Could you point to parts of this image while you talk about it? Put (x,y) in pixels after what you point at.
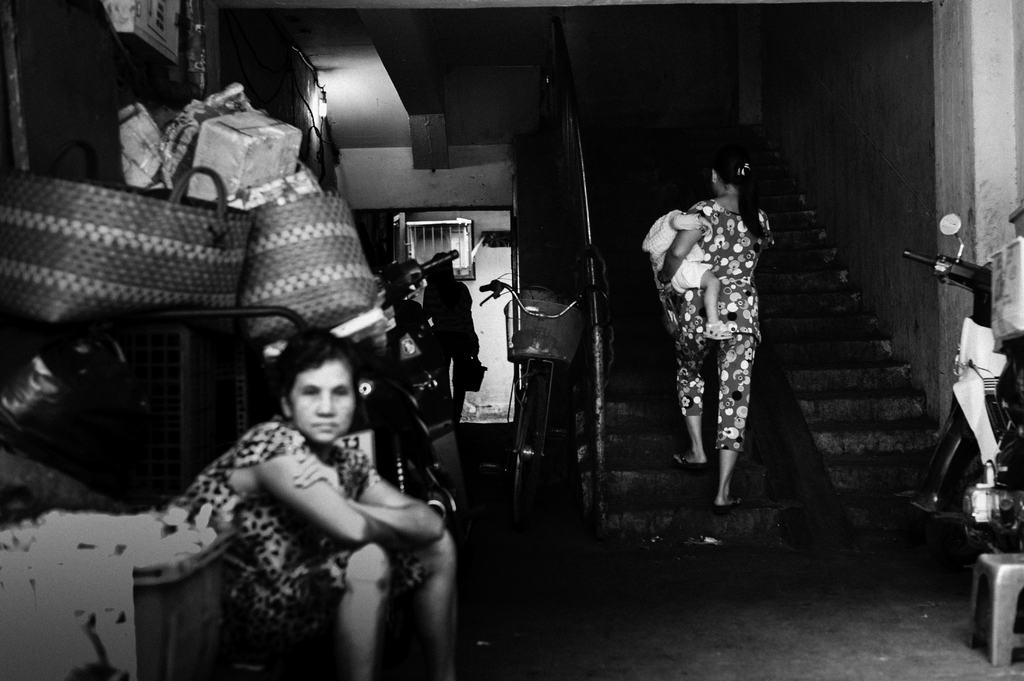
In this image I can see the black and white picture. I can see a woman (277,471) sitting and a woman (744,205) climbing stairs (779,309) holding a baby (667,214) in her hand (696,238), few bicycles (554,331) and few baskets (241,230) with few objects (192,152) in them.
